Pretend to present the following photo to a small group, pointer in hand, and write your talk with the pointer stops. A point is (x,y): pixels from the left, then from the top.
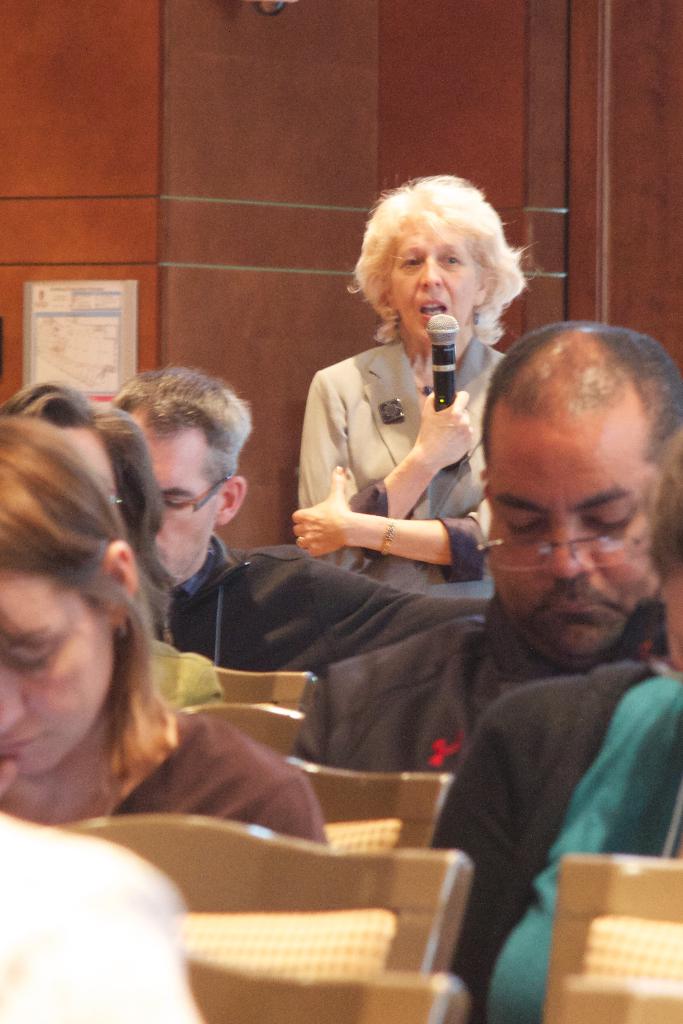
This image is taken inside a room (368,874). In the left side of the image (46,1018) few people (257,820) are sitting on a chairs (246,903). In the right side of the image (616,541) a man (479,636) is sitting on a chair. In the middle of the image (441,531) a woman (438,544) is standing with holding a mic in her hand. At the background (55,90) there is a wall (275,247).
